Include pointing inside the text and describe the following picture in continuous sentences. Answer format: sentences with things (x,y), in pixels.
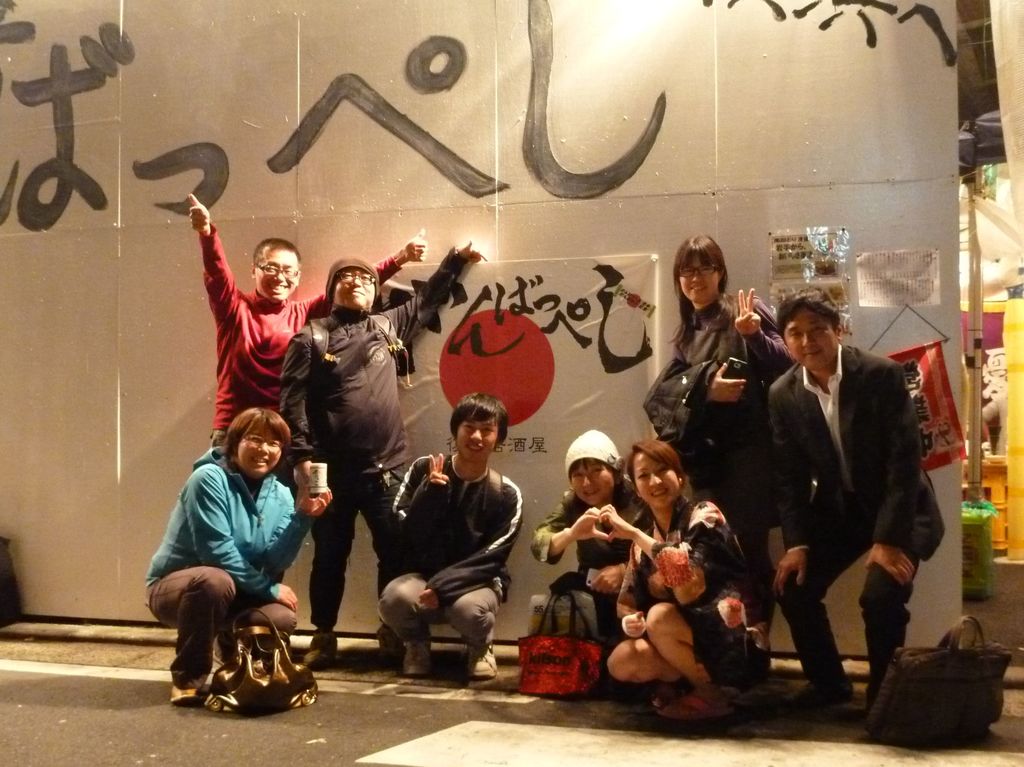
There are some people (599,487). Some are wearing caps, bags (331,360). In the back (167,175) there is a wall (191,155) with a banner (577,291) and something written on that.
